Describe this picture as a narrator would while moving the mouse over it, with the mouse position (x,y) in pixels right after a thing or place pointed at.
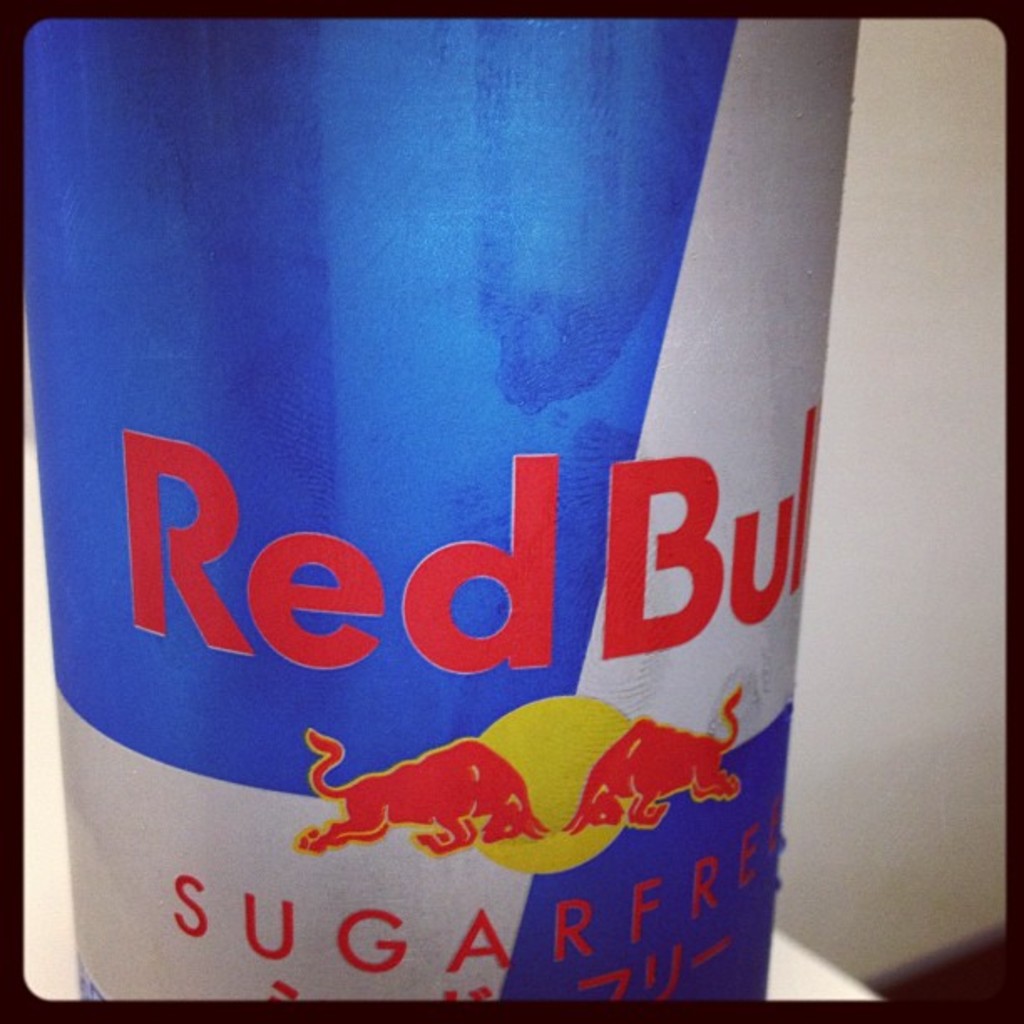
In this image, we can see blue and white color object (679,679). On top of that, we can see some text (303,993) and figure (564,773). On the right side (936,586) and left side (40,816) we can see white color. Right side (954,975) bottom corner, we can see the surface (940,986). Here we can see black borders (8,414) on this image.
